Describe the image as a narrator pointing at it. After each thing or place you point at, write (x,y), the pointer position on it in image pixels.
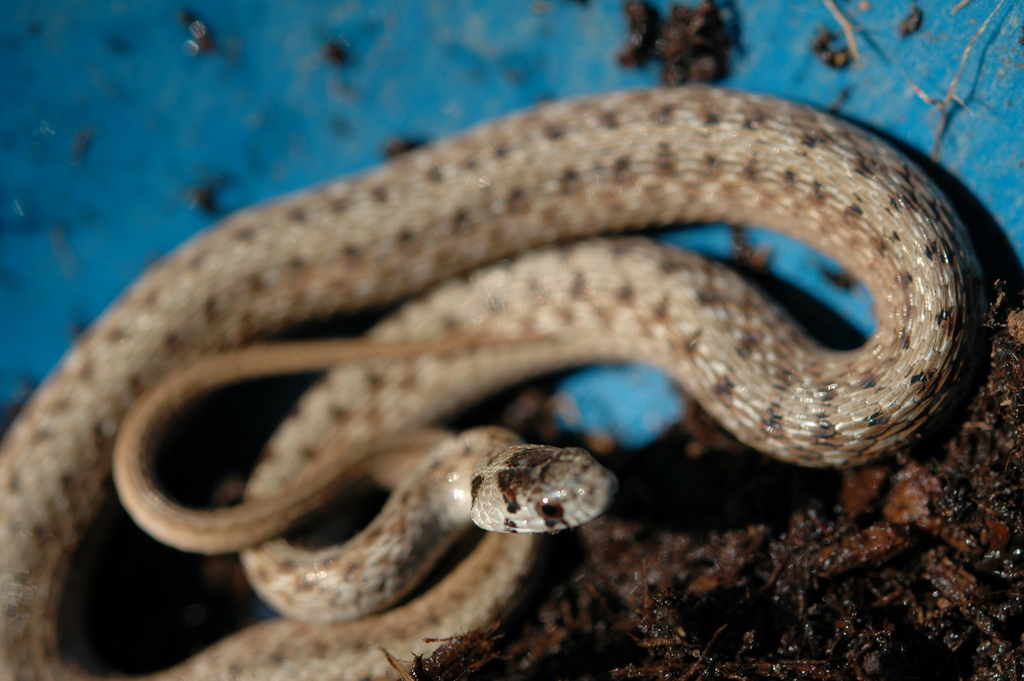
Here we can see a snake (745,281) and there is a blue color background (87,241).
